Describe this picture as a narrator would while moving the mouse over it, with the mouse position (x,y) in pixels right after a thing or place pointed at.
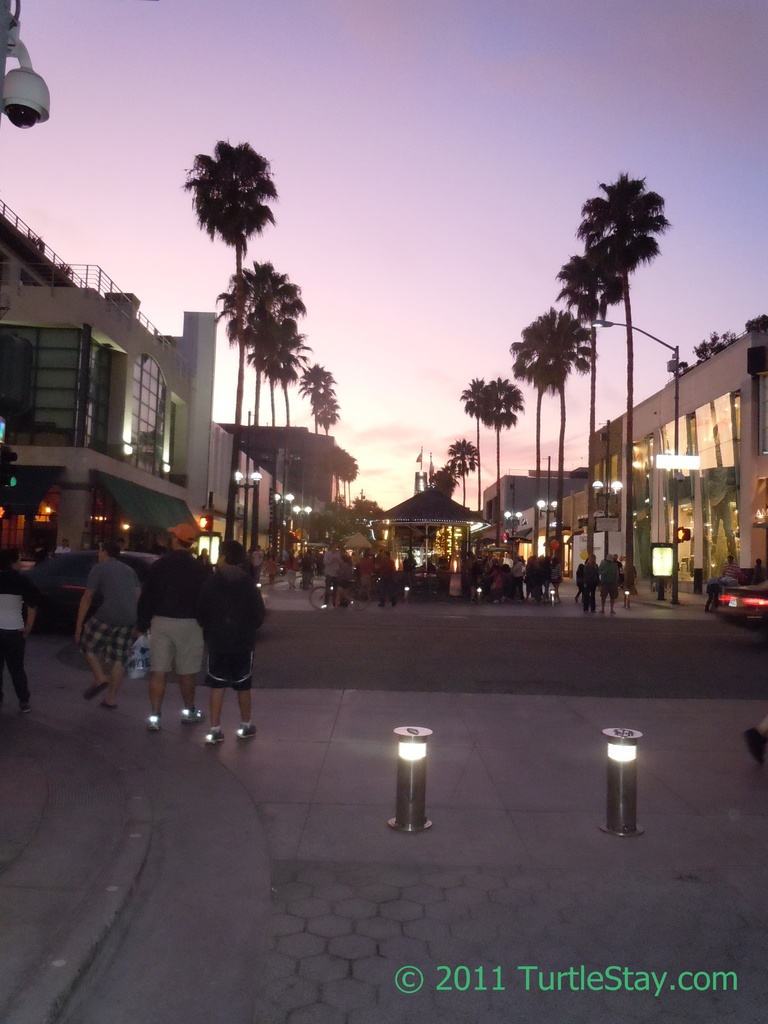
There are few persons (225,645) on the road (520,634). Here we can see lights (616,780), trees (274,358), poles (283,501), and buildings (700,520). In the background (485,197) there is sky (405,153).
